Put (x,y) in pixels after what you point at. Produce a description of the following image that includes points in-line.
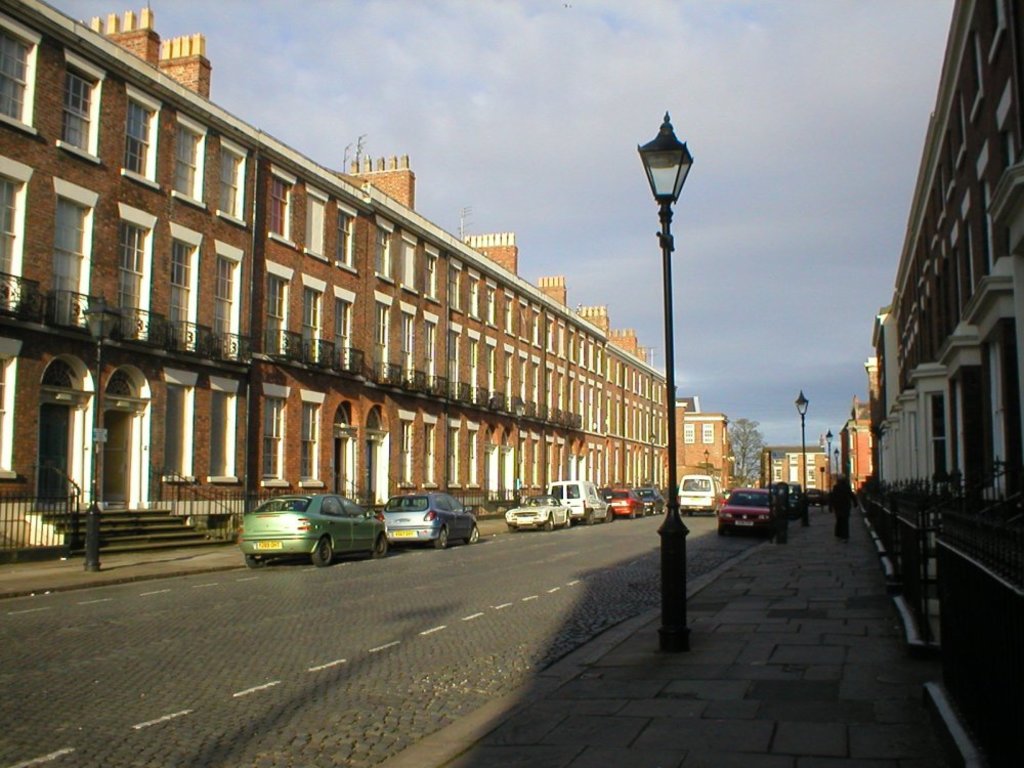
This image is clicked on the road (480,635). To the left (185,694) there is a road (456,650). There are vehicles (557,492) parked on the road (497,633). On the either sides of the road (487,617) there is a walkway (612,673). There are street light poles (663,240) on the walkway (809,661). To the right (845,509) there is a person (848,491) walking on the walkway (819,555). Beside the walkway (771,538) there are buildings (454,384). In the background (758,430) there are trees (749,460). At the top (618,67) there is the sky (671,86).
